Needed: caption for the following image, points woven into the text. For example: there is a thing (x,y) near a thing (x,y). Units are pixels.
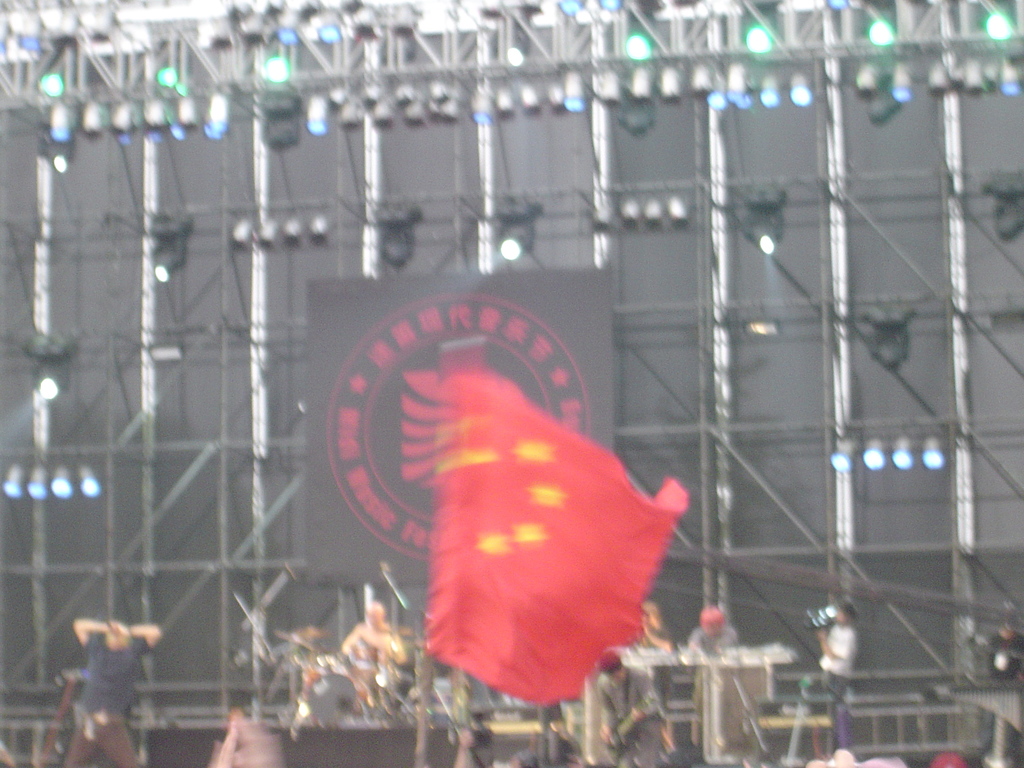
This image consists of a dais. On which there are few persons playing music. In the middle (471,470), we can see a red flag (507,556). In the background (678,370), there is a stand (843,163) to which there are lamps (159,267) hanged. And we can see a banner (336,470).
